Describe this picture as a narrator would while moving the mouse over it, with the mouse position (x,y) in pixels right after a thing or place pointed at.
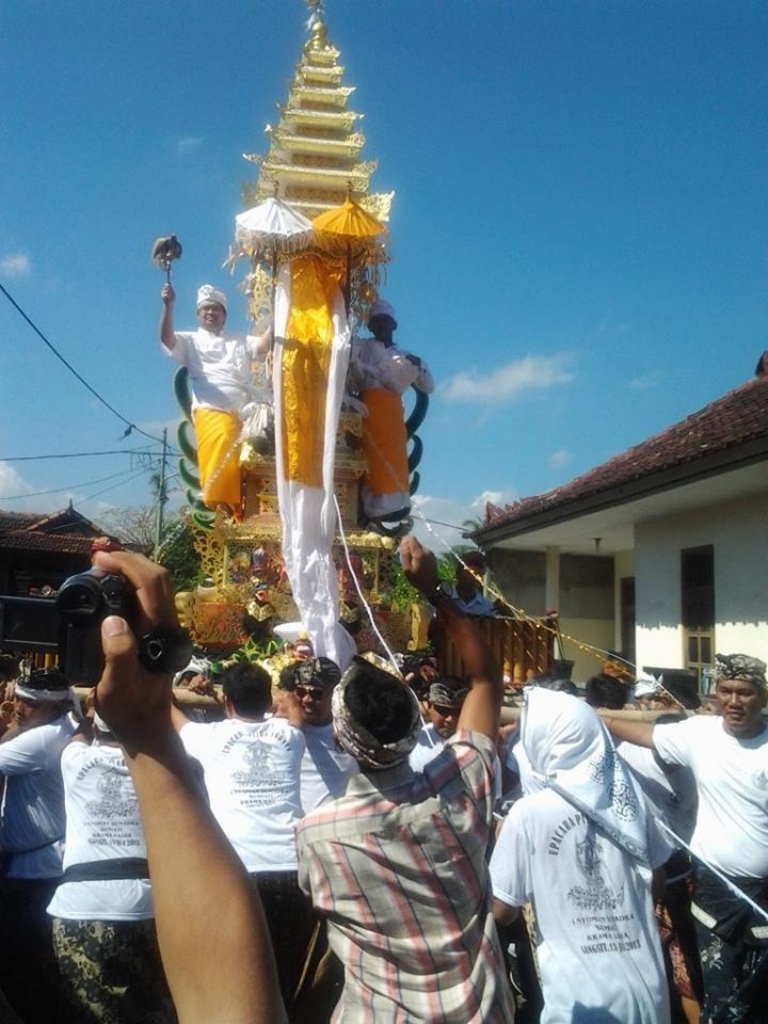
In this image, there are a few people (483,746). Among them, some people (375,382) are holding an object (271,615). We can also see some umbrellas (279,229) and some cloth (282,386). There are a few houses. We can also see a pole (166,443) with some wires (164,453). There are a few trees (401,573). We can also see the sky (495,485) with clouds (0,493).
